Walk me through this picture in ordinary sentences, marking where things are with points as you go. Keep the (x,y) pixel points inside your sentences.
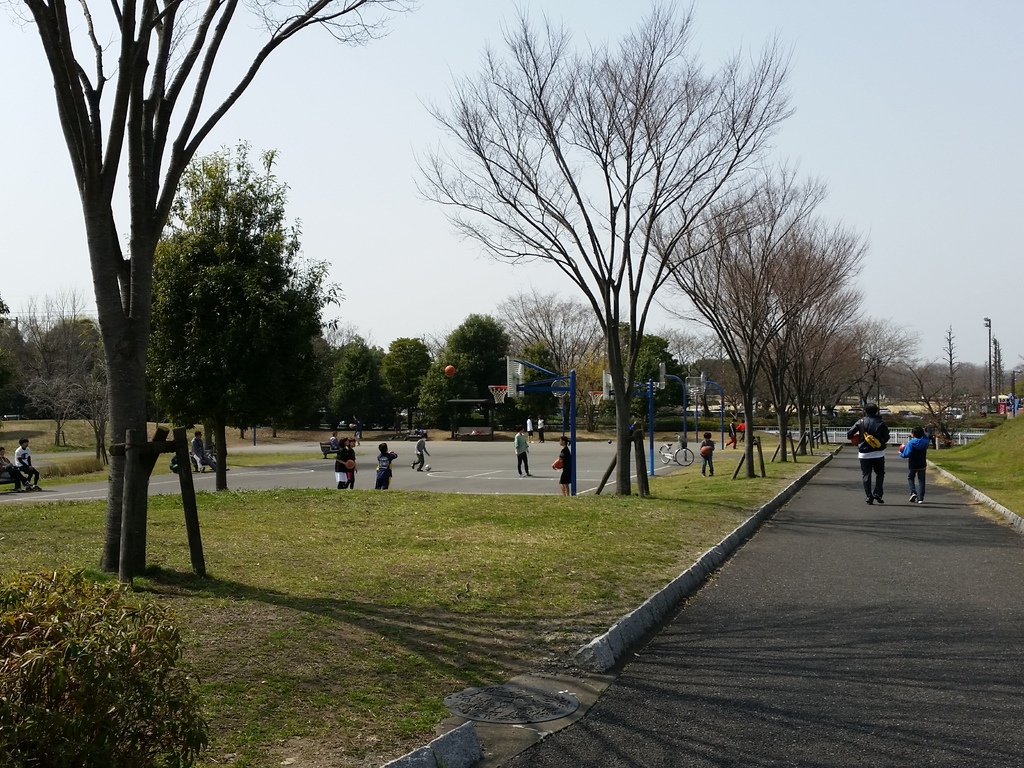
In the picture I can see people (928,432) walking on the road (667,628), I can see grass (216,636), shrubs (20,657), trees (488,392), poles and the plain sky (396,128) in the background (1001,295).
